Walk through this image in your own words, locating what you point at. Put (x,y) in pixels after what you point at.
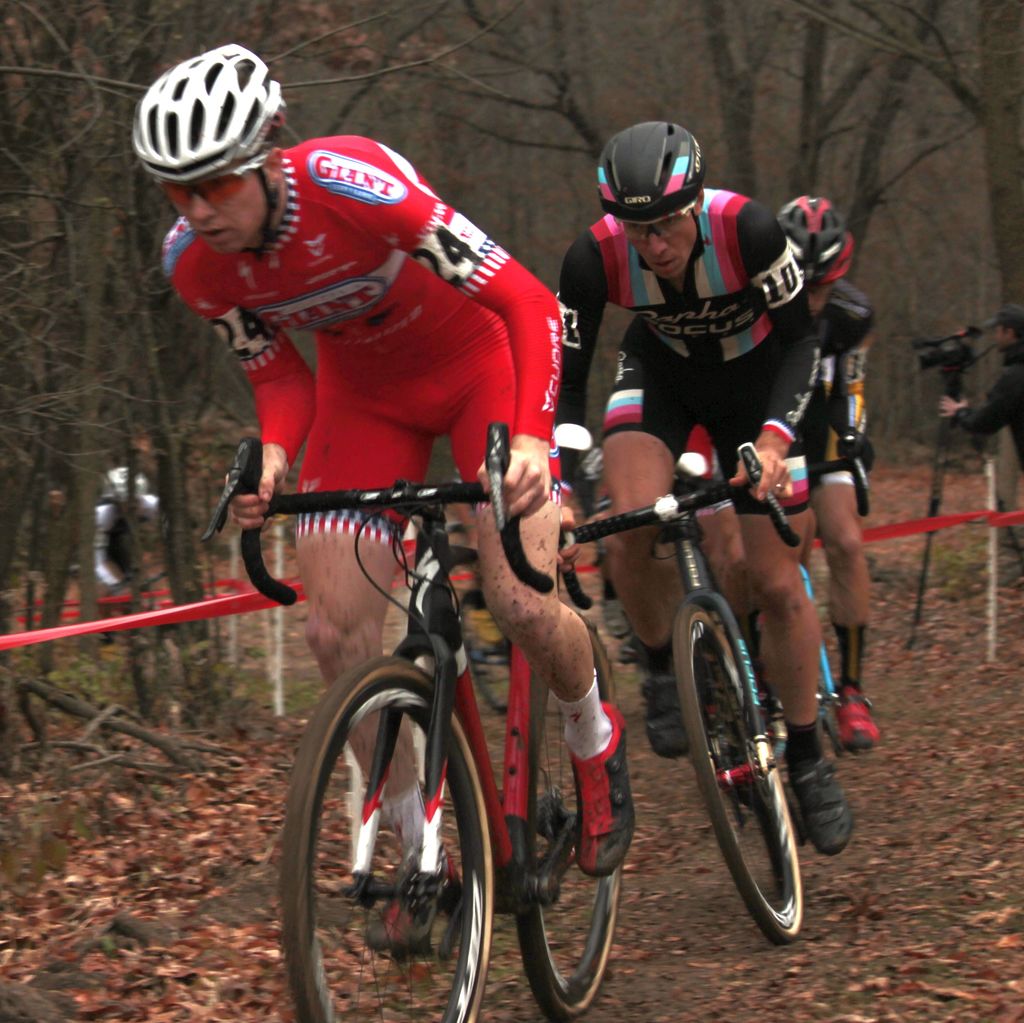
In this picture there are boys (192,264) in the center of the image (362,595), they are cycling and there is a man (962,407) on the right side of the image (945,413), he is taking video and there is another person (121,514) and trees (155,526) in the background area of the image (98,535).
